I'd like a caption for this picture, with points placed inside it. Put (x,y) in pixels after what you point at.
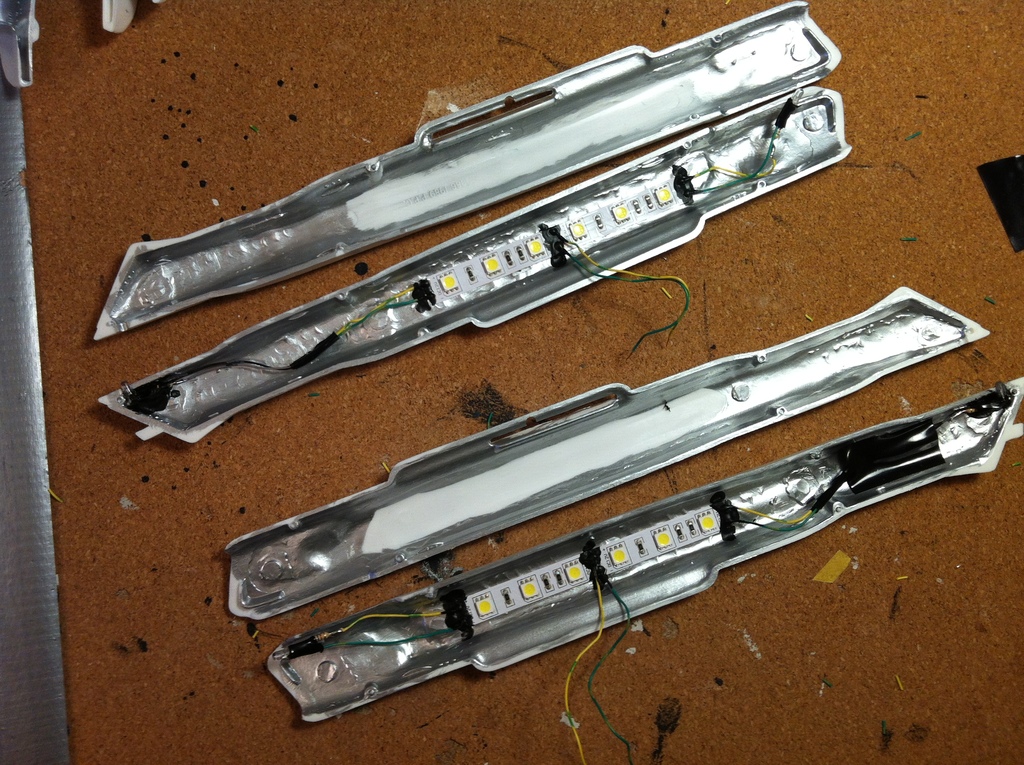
In this image I can see few objects (564,459) on the brown color surface (537,386) and I can also see few wires (299,363).
